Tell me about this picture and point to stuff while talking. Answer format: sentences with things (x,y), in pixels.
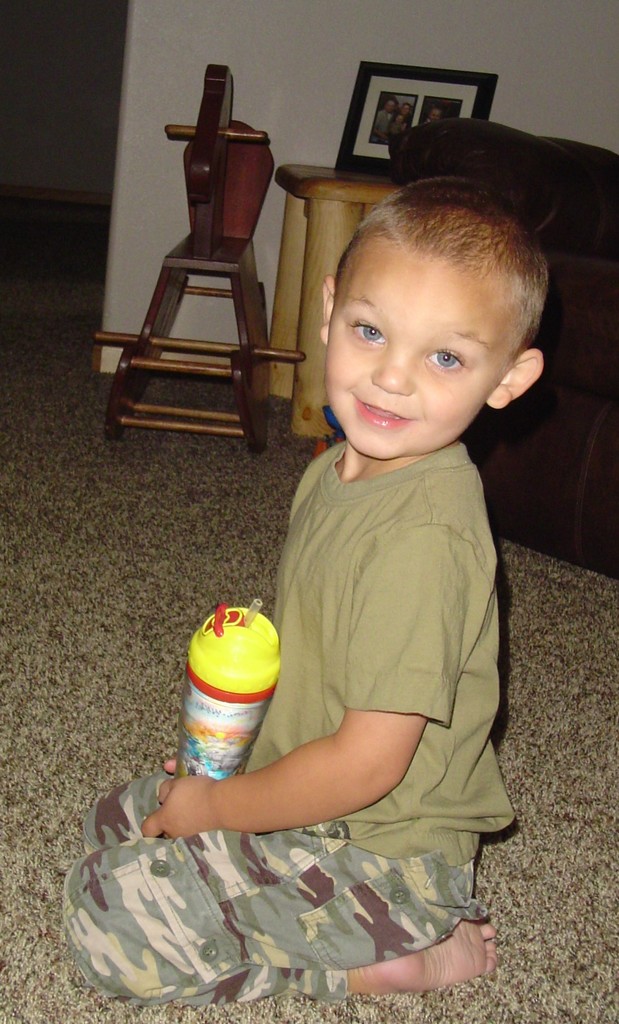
In this image we can see a child (315,604) sitting on the floor (597,621). In the background (403,111) we can see a stool (346,237) and photo frame (396,105) on it.
